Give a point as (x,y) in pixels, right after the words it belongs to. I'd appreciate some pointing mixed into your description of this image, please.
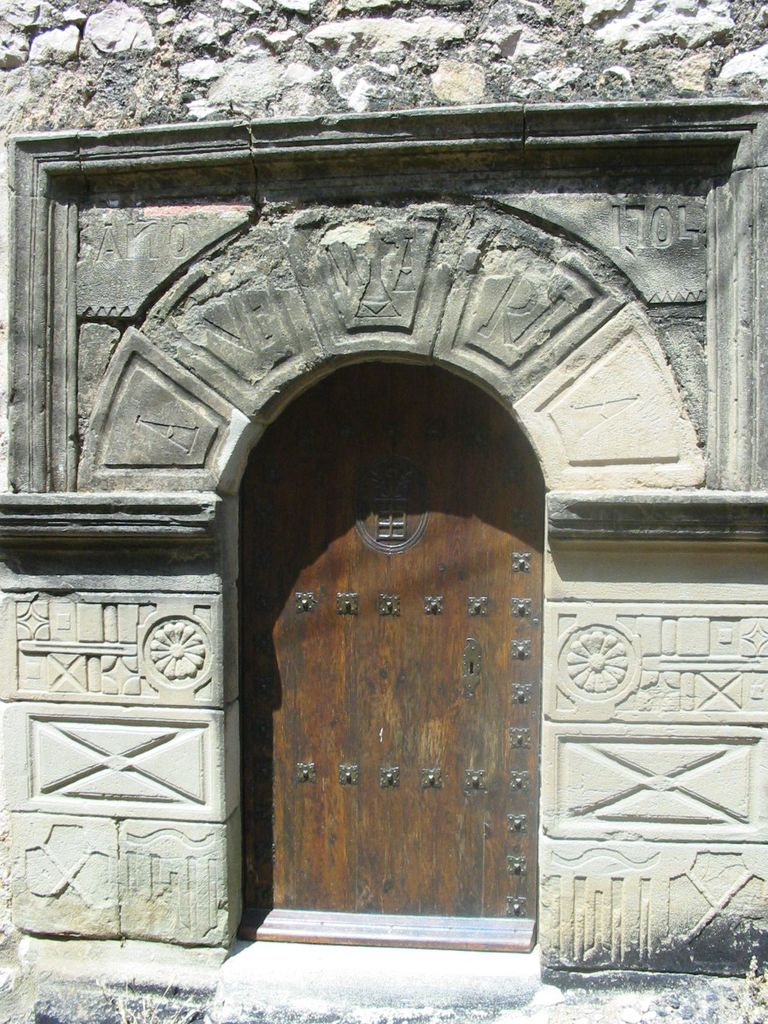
In this image there is a wall (277,173) of building (443,291) and in front (398,733) there is a door (411,615).
